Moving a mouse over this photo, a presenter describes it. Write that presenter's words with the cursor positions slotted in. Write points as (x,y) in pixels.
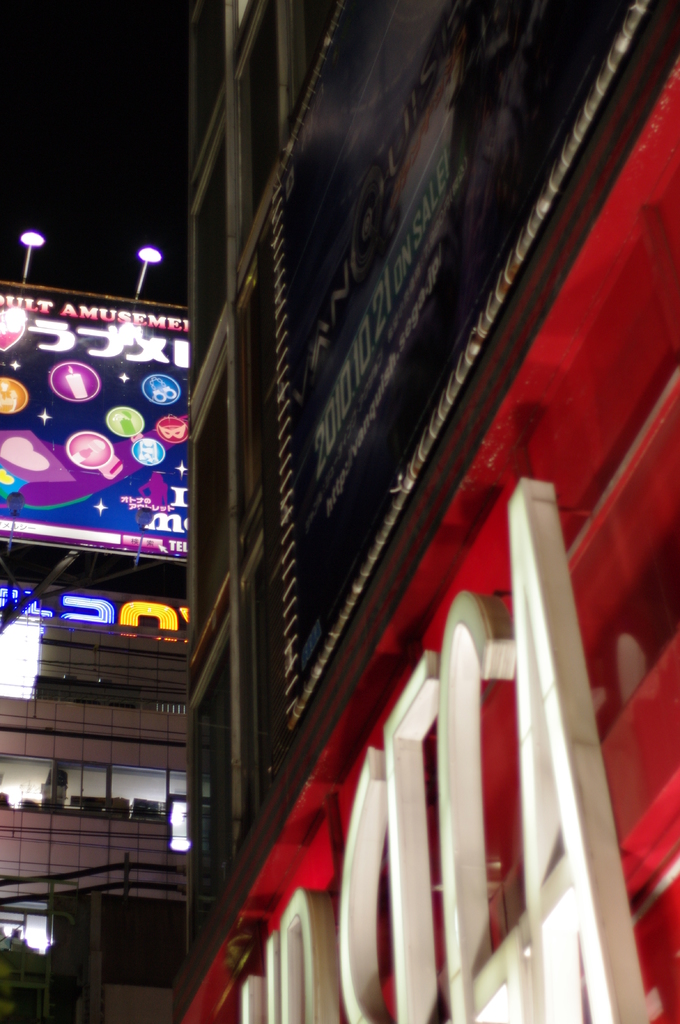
In this image we can see building (326,743), advertisement (136,442), lights (183,827) and sky (79,97).
